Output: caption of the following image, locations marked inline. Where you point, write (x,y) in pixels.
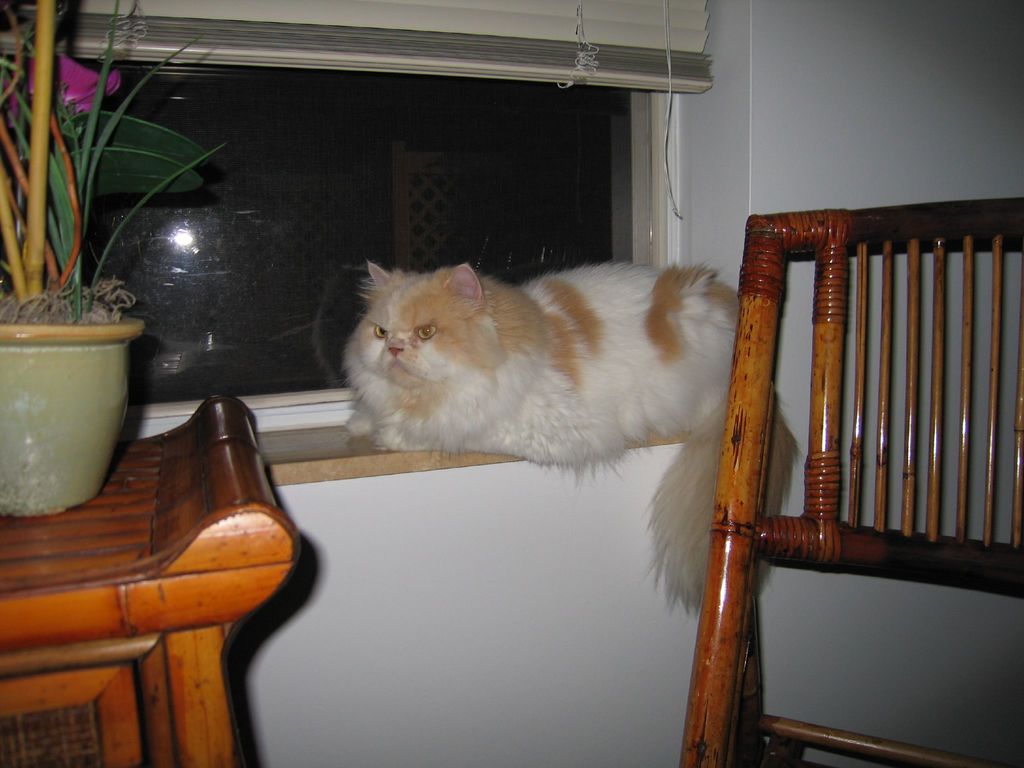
There is a cat (591,375), sitting on the window (317,439) of a room (604,409). There is a chair (892,547) and a table (126,555) on which a flower pot (39,167) is placed. We can observe a window (317,198) and a wall (807,119) in the background (821,115).
